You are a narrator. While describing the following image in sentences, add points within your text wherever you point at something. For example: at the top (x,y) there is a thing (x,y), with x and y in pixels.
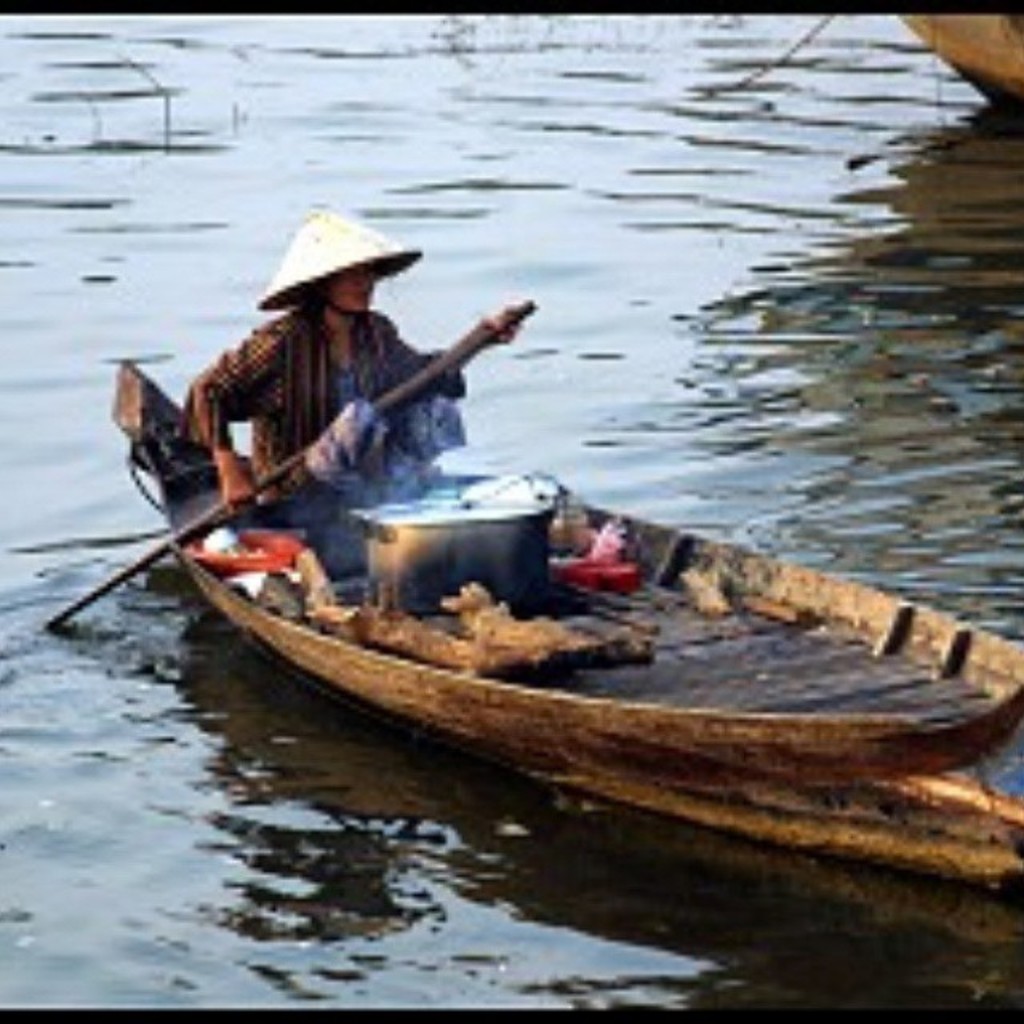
In the image we can see there is a river (850,332) in which a person (265,366) is sitting on a boat (864,749) and the person (300,350) is travelling. He is holding a paddle (251,501) in his hand (229,486) and he is wearing a cone shaped cap (342,240) on his head (346,248). In Front of him there is a vessel (472,555) and which is covered with a lid (472,500).
